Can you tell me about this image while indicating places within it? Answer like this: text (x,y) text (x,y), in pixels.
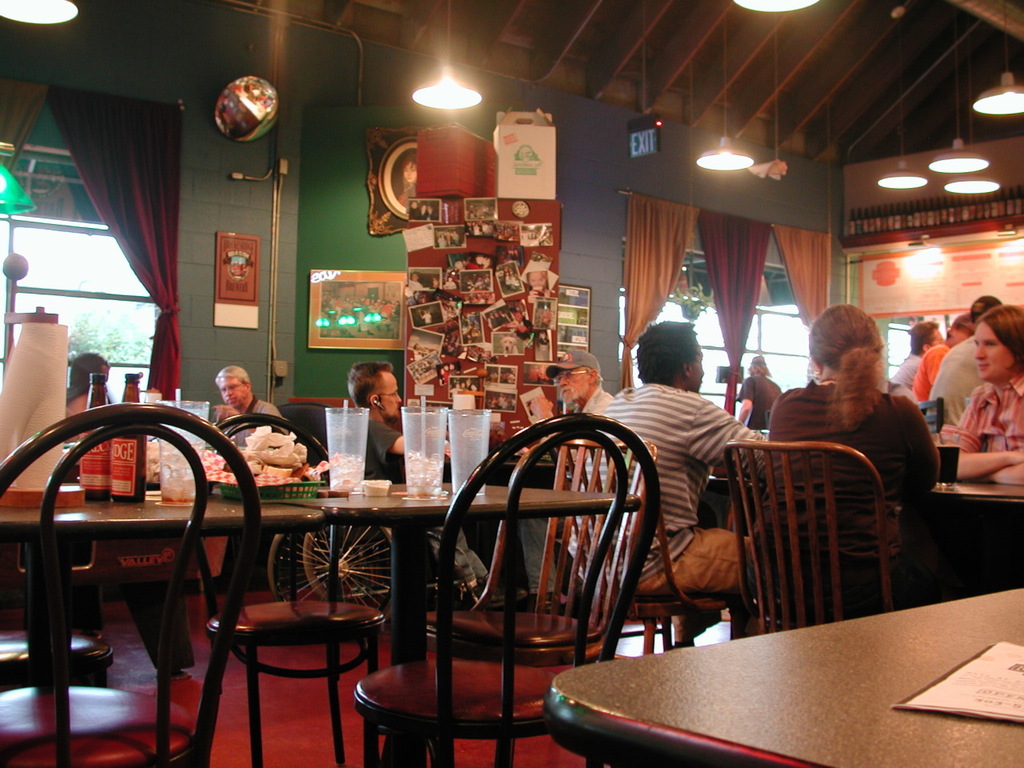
In this image there are group of people (894,400) who are sitting in front of them there are tables (336,506) on that table (397,489) there are glasses (452,439), straws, bottles (88,475) and some papers (993,657) are there on the table (441,508). On the top of the image (637,67) there is ceiling (626,80) and lights (437,102) are there and in the middle of the image (678,321) there are two windows (115,240) and curtains (129,189) and lamps (16,191) are there in the middle of the image (359,283) there is wall (332,143) on the wall (345,217) there are some photo frames (346,279).
